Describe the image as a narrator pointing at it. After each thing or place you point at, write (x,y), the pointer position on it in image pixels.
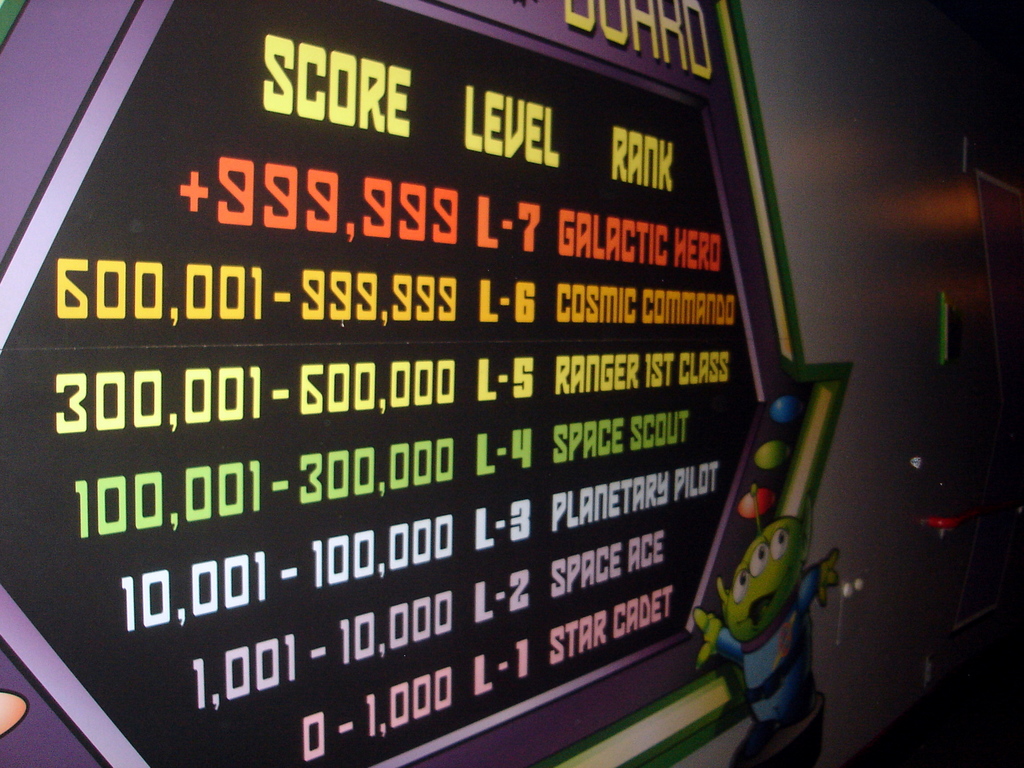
In this image we can see a wall (541,230) with something written. Also there is an image of a cartoon character (776,543).
